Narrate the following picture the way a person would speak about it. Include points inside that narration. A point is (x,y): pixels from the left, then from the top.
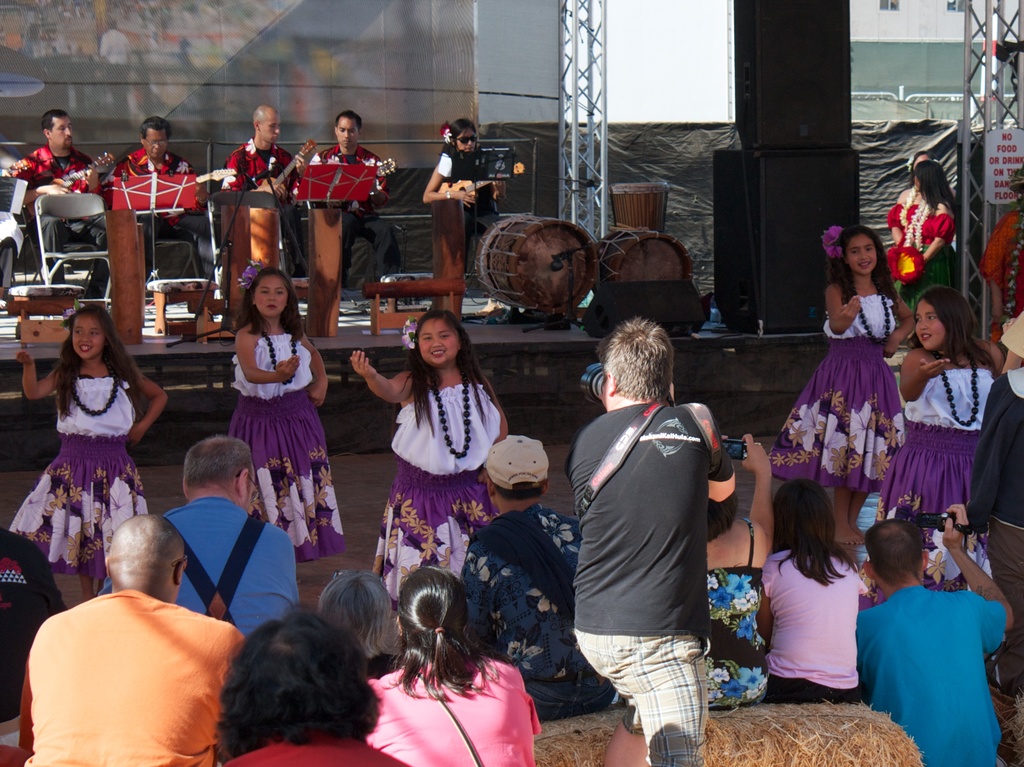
In this image we can see the girls (421,368) dancing. We can also see the people (508,500) sitting on the dried grass (766,737). We can also see a man (696,728) holding the camera (590,391) and standing. In the background (340,315) we can see the stage (342,301) and we can also see the people (234,161) playing the musical instruments (470,189). We can see the drums (574,240), some rods (583,213), board (649,29), display screen (409,139) and also the empty chairs (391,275). On the right (1012,180) we can see the building (917,88), sound boxes (825,132), text boards (997,171) and also some rods (974,162) and people (950,234).
